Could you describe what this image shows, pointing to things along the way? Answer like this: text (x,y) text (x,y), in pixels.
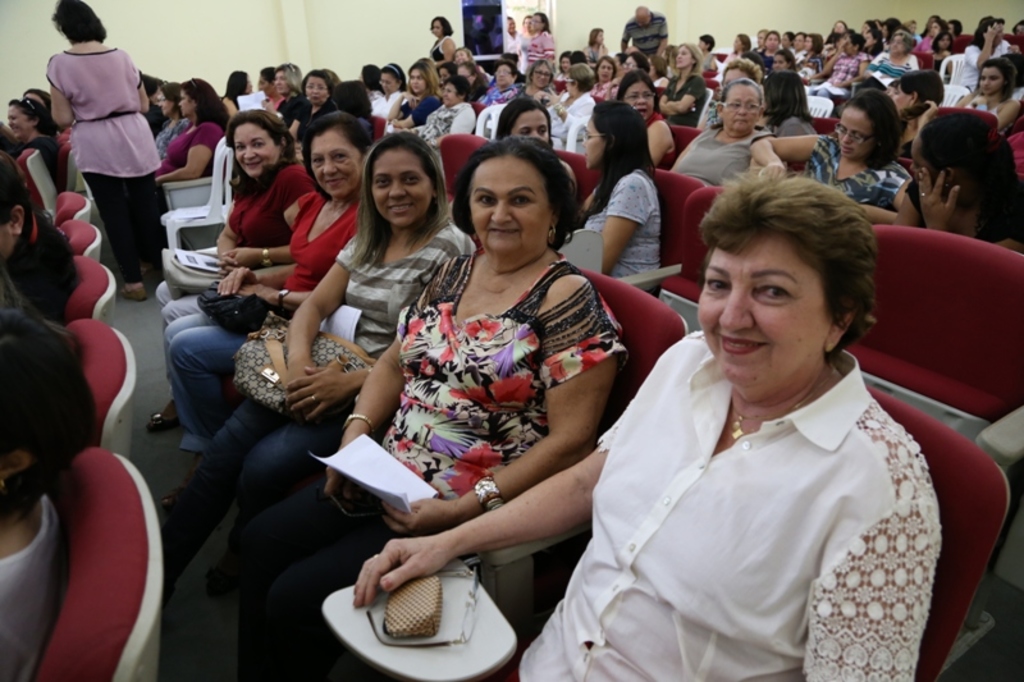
In this image, we can see people (319,232) wearing clothes (840,410) and sitting on seats (108,387). There are some people (644,23) standing and wearing clothes (131,120). There is a wall (390,25) at the top of the image (787,31).
